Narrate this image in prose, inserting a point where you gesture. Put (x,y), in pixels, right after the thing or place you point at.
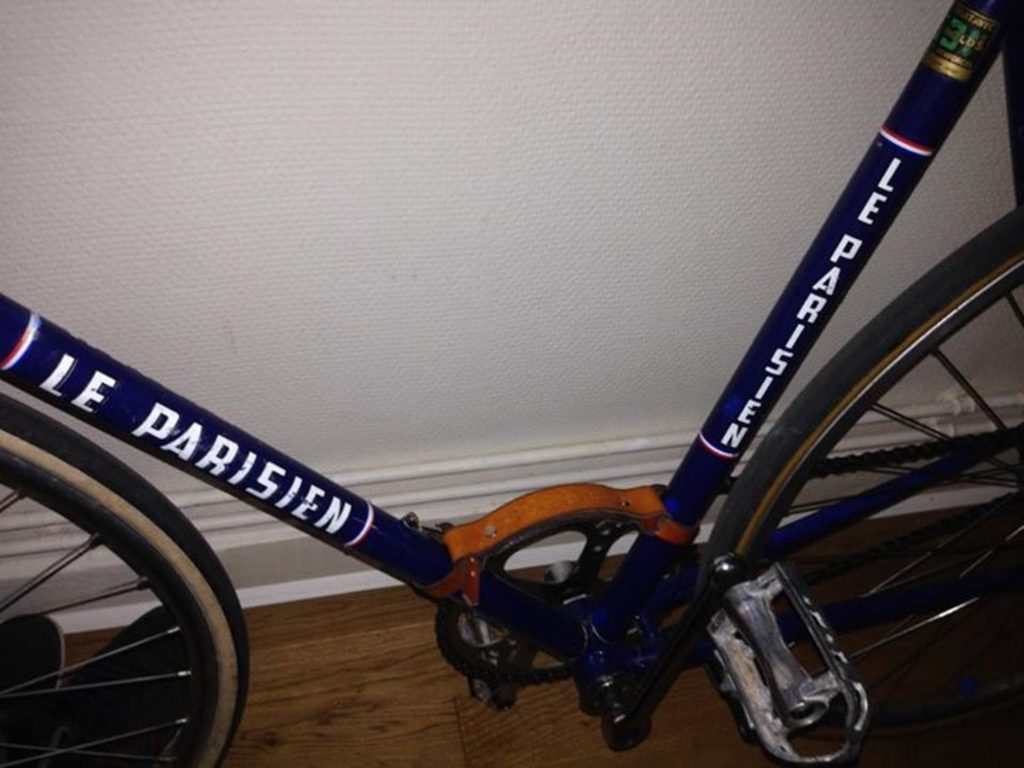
In the image the partial parts (949,62) of a cycle (877,405) are visible, behind the cycle (34,417) there is a wall (432,295).
